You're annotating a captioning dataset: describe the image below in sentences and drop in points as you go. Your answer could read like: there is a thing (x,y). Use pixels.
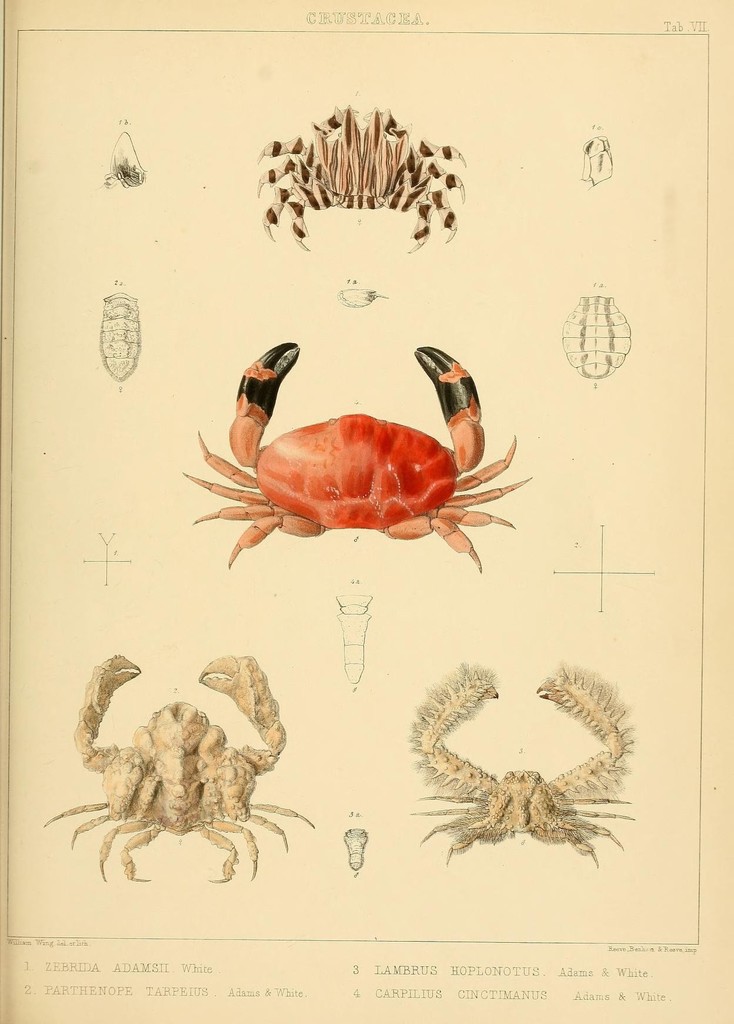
In this image I can see paintings (432,144) of four crabs (275,740) and text (357,970). This image is taken may be on the book (552,1013).
